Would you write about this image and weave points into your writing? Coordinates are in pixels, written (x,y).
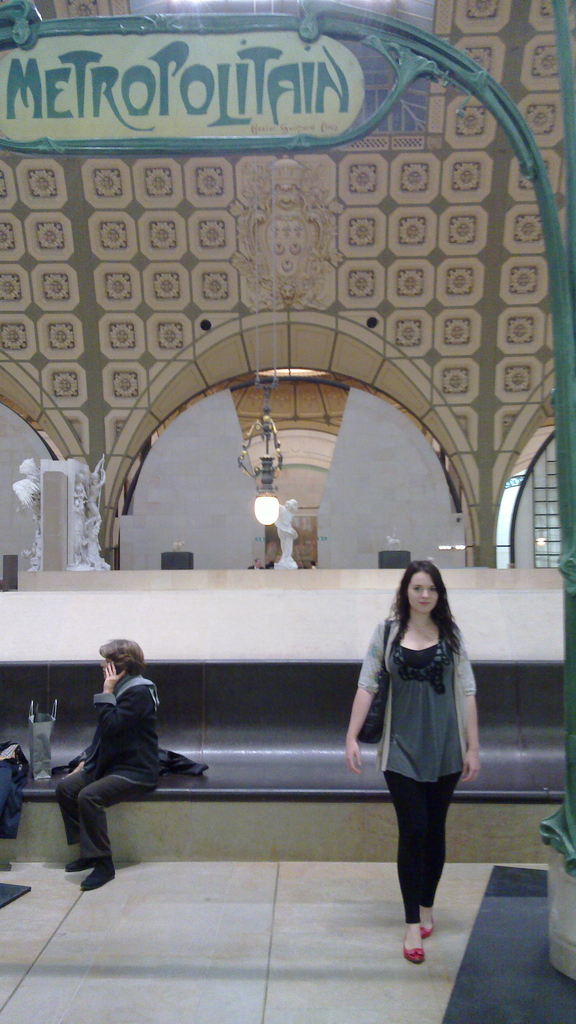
In this image we can see a lady (444,798) walking. On the left (78,837) there is a person (117,709) sitting on the bench (218,763). There is a bag (42,770) and we can see clothes (25,778) placed on the bench (36,803). In the background (210,617) there is a counter top (128,591) and we can see sculptures (289,539) on the counter top (362,570). There is a light (262,517). At the top (92,68) we can see a board (214,61).
